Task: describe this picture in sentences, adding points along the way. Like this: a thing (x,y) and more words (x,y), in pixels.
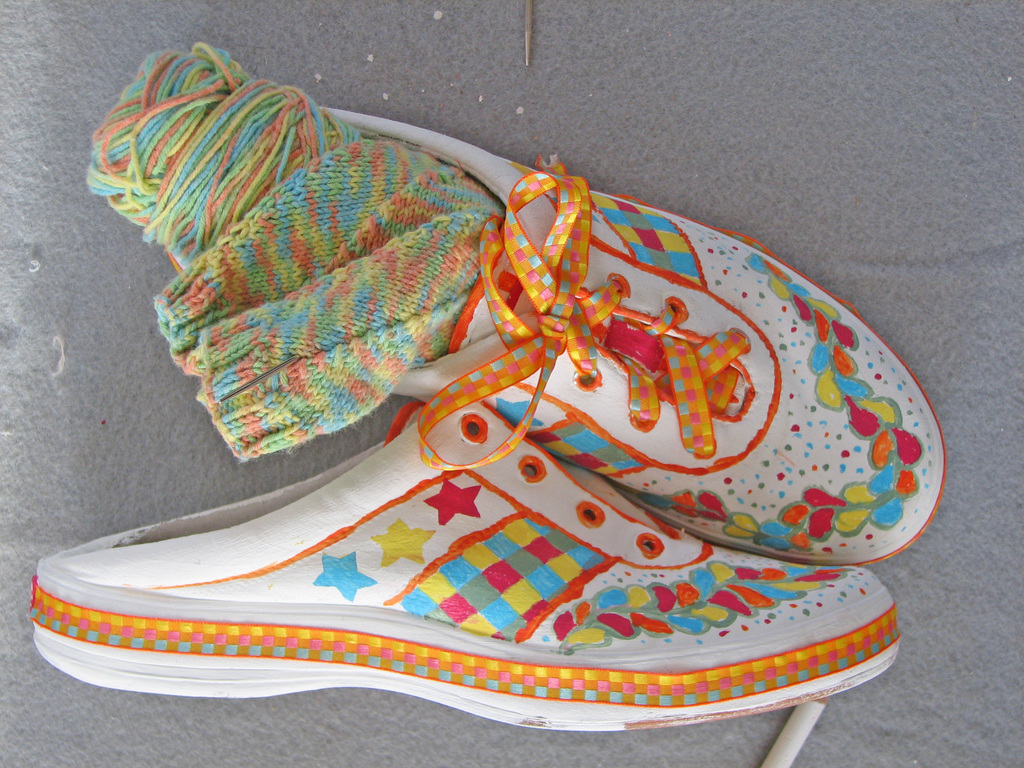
In this picture we can see shoes (769,526), socks (453,249) and these are placed on the ground (151,263).
